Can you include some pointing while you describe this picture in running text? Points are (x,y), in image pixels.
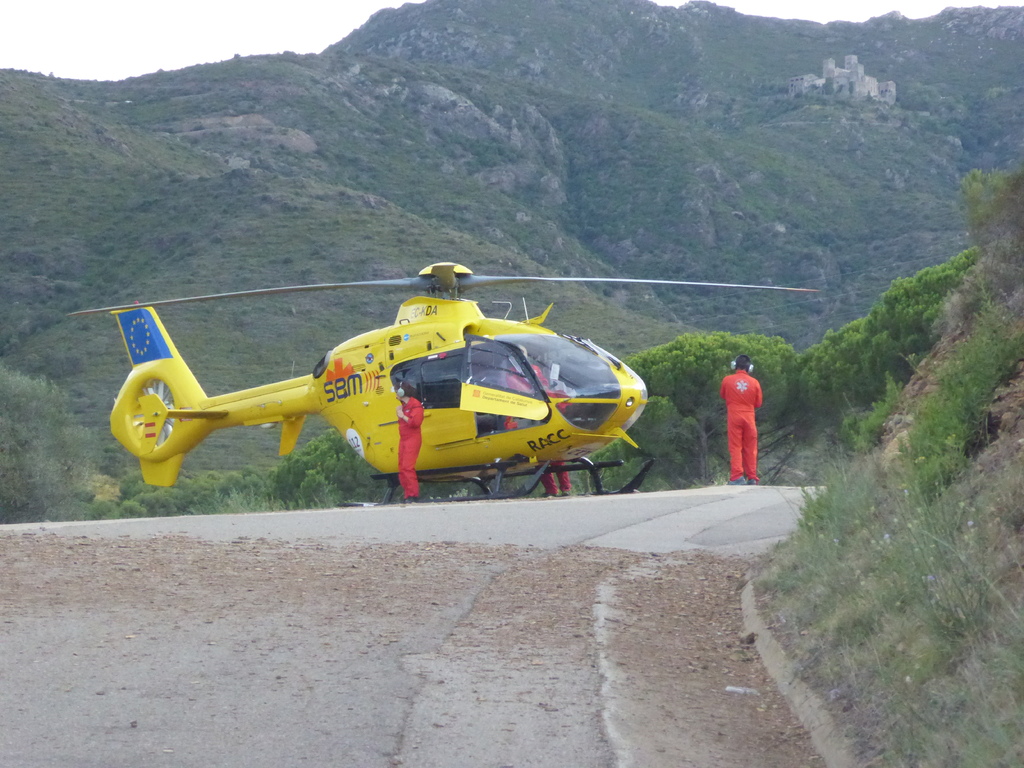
In this picture there is a helicopter (600,385) on the road (488,542) and there is a person (510,390) sitting inside the helicopter (542,383) and there are three people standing on the road (428,523). At the back (727,472) there are trees (868,350) and there is a mountain (510,206). At the top (240,37) there is sky (76,53). At the bottom (640,624) there is a road (646,615) and there are plants (932,537).
